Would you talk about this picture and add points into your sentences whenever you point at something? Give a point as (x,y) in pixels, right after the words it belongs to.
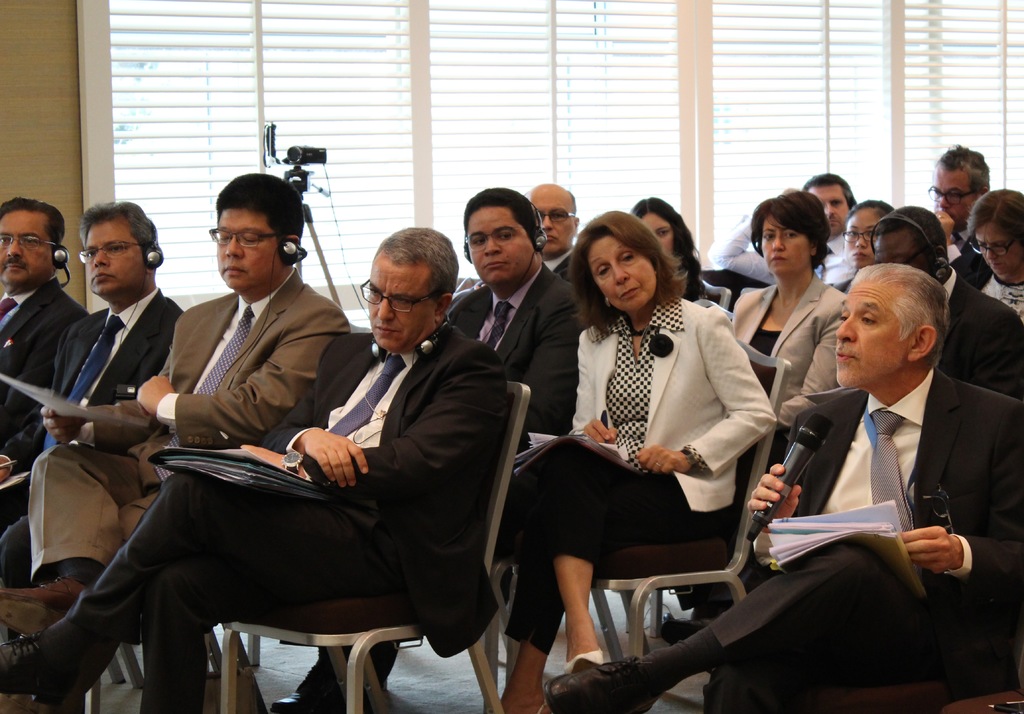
In this image there are group of persons (371,349) sitting. In the background (560,65) there are windows (655,76) and there is a camera (308,160).
